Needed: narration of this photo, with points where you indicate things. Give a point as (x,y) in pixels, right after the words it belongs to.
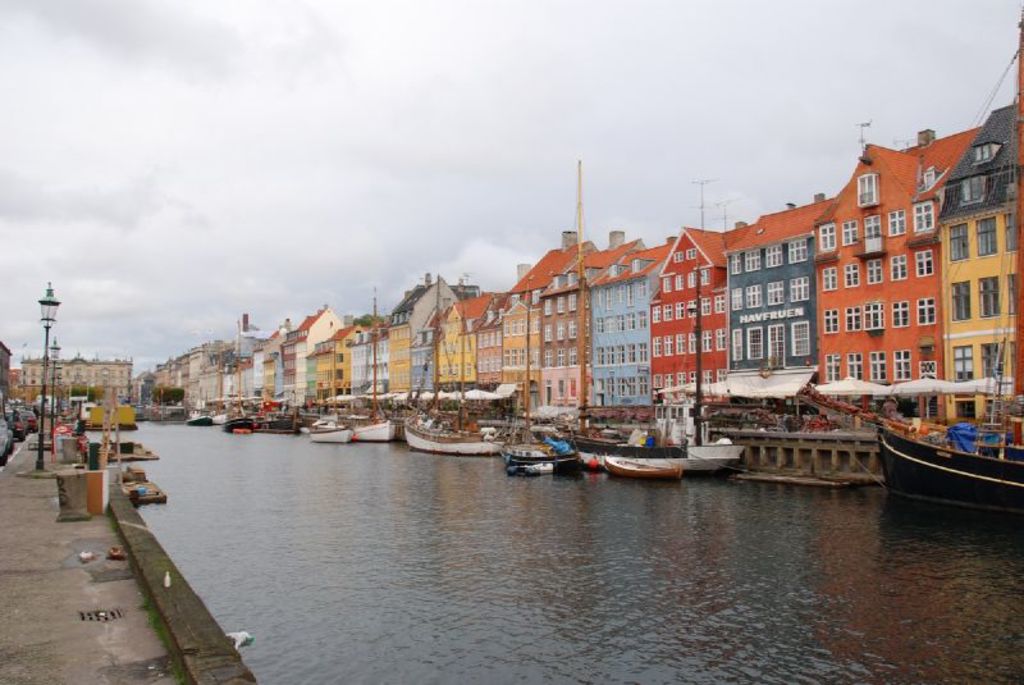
In this picture we can see water (426,604) at the bottom (501,619), there are some boats (428,444) in the water (556,477), we can see buildings (595,327) on the right side (863,342), on the left side (48,340) we can see poles (41,411) and lights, there is the sky (156,195) at the top of the picture (212,144).
